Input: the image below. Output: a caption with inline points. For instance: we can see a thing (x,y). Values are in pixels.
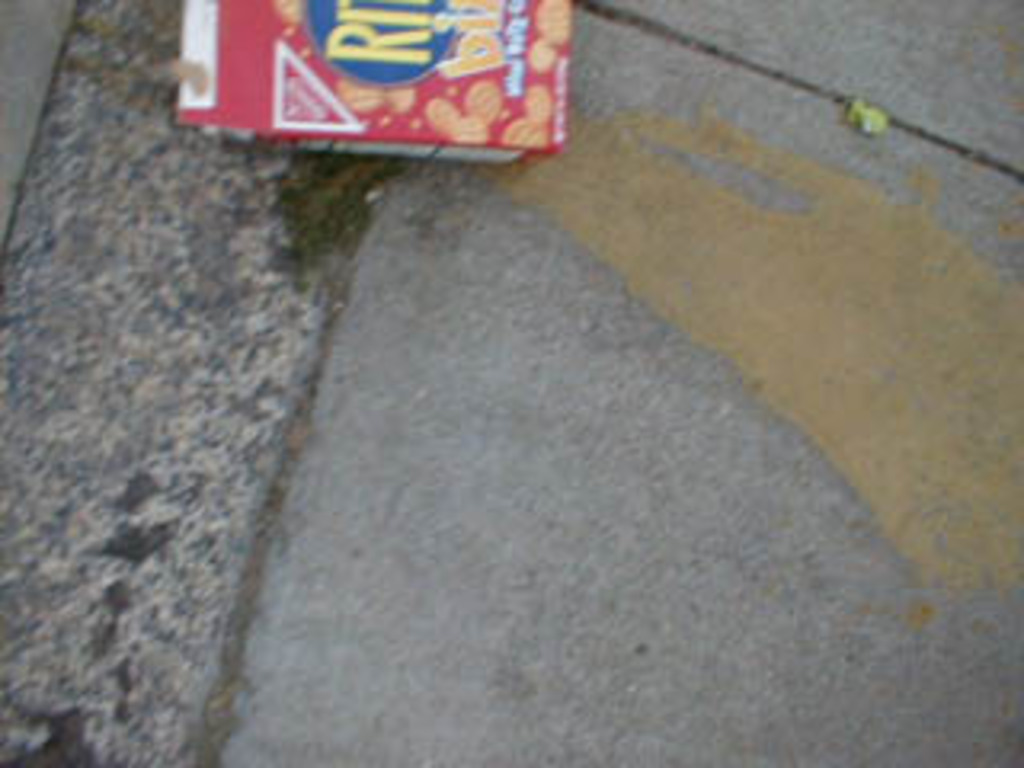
In this image, we can see an object (498,25) on the ground (384,669).
